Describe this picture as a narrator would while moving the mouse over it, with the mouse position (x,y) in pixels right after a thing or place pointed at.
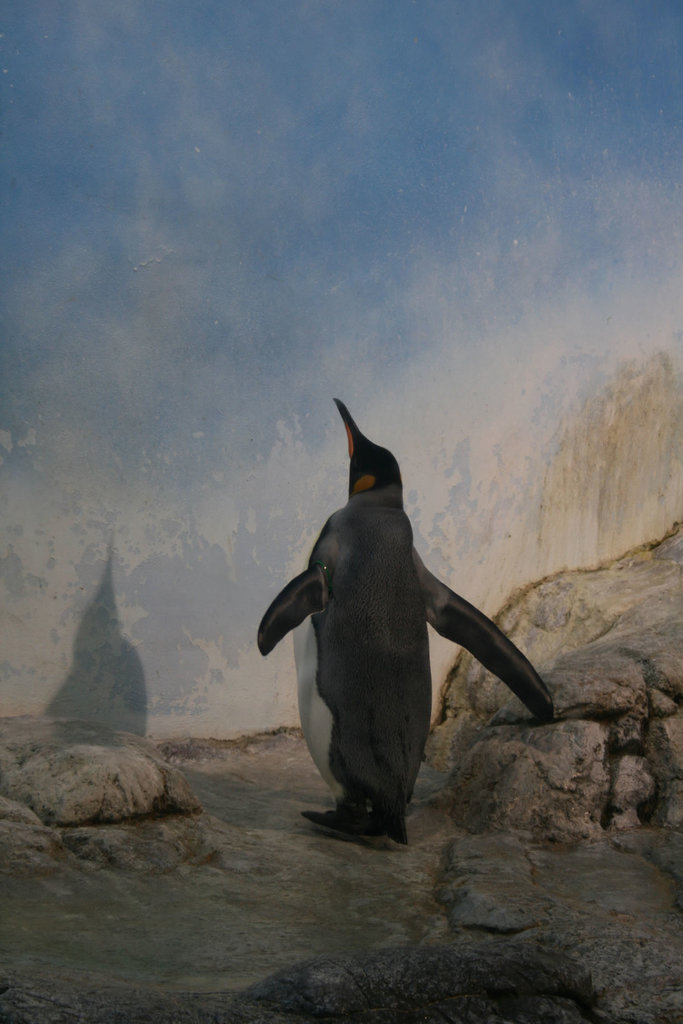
In the picture we can see a path (194,947) with stones (637,699) and beside it, we can see a penguin (364,541) which is black in color and some part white in color and in the background (148,281), we can see a wall (285,569) which is blue in color and some part (552,426) is white and cream in color.
